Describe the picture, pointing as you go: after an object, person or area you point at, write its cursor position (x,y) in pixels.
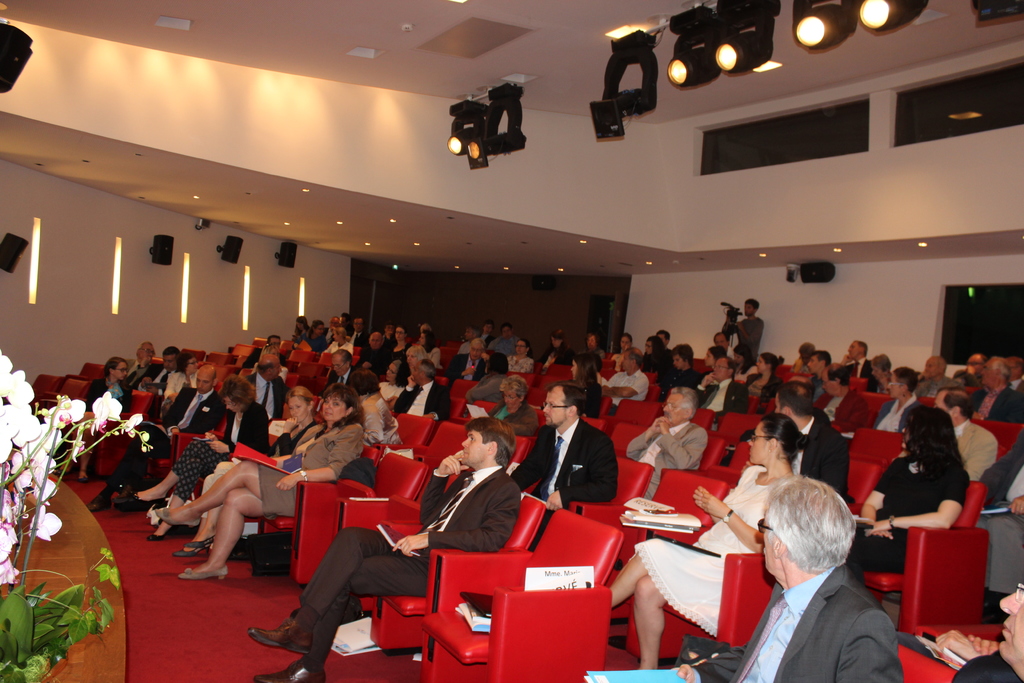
In this image, there are groups of people (469,339) sitting in the chairs (514,593). These chairs (413,427) are red in color. Here is a person (752,332) standing. These are the speakers (232,248), which are attached to a wall (268,287). I can see the ceiling lights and the focus lights (604,115), which are attached to the ceiling (441,65). I think these are the files (352,639) and books (340,652). On the left side of the image (74,595), that looks like a plant (23,521) with the flowers (23,471). I think this is the floor (157,637).
